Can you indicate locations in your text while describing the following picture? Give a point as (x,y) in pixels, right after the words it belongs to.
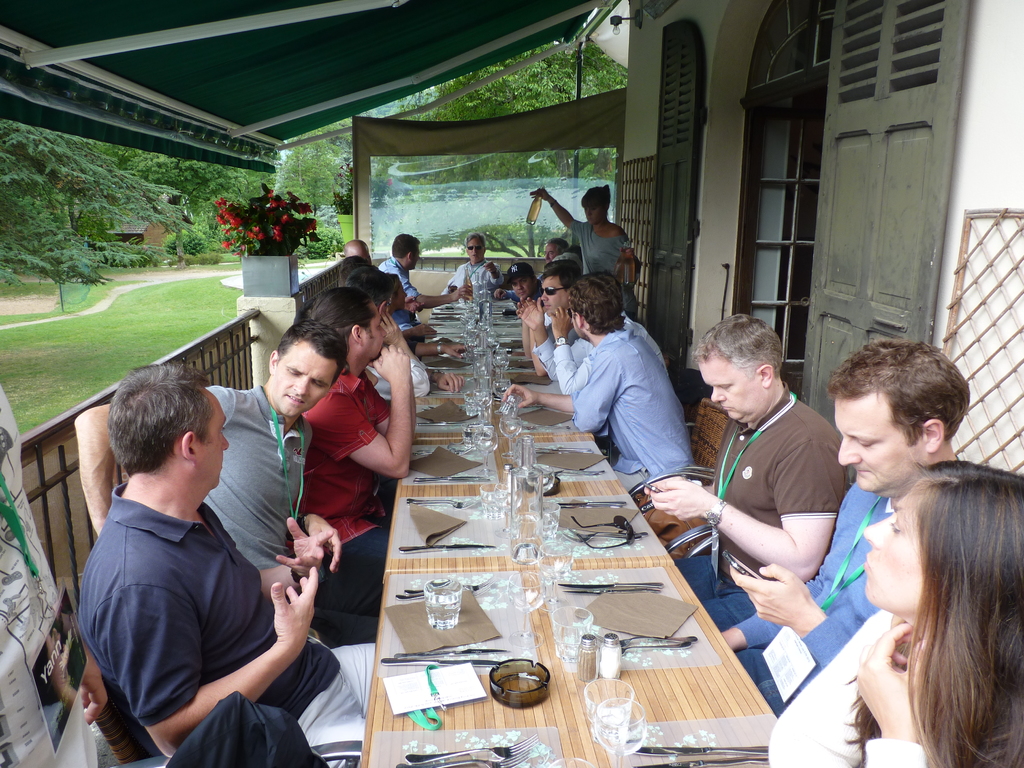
The picture is taken outside a building (762,188). many people (713,502) are sitting on chair (213,727). There is a table (478,514) in the middle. On the table (537,716) there are napkins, glasses (560,574), cutlery (583,584). On the right side (867,209) there is door (806,150) of the building (783,189). ON the top of the dining table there is a tent (345,30). On the background (504,67) there are many trees (334,141). There is fence (216,351) behind the persons (165,373). On the fence (256,322) there is a flower pot (281,260).
